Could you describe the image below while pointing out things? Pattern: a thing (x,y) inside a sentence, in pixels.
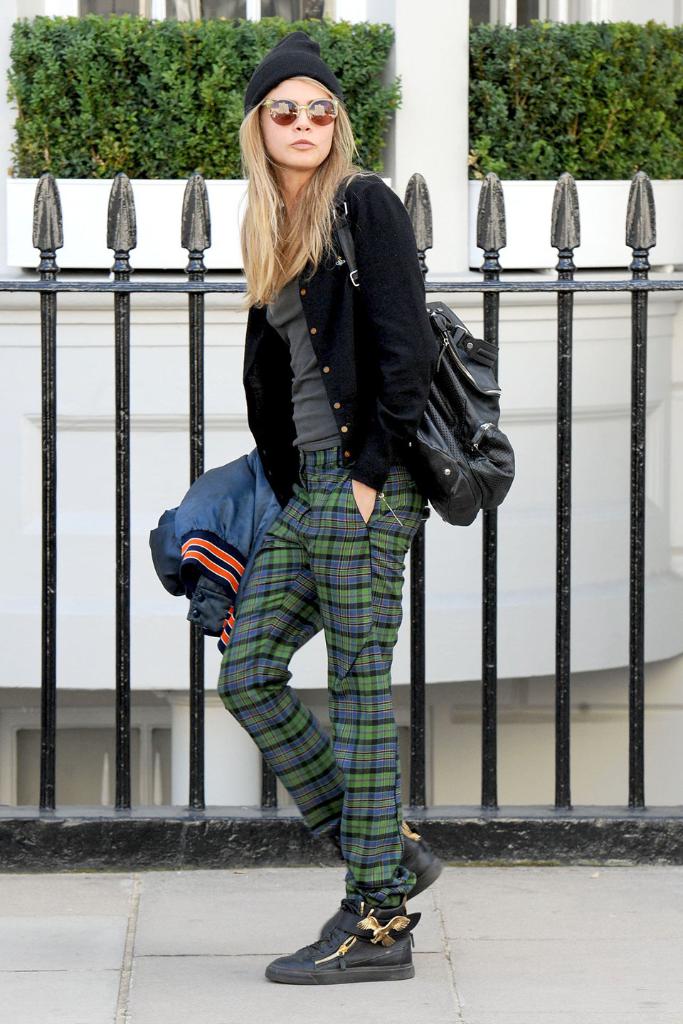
In this image we can see a woman (377,872) standing beside the fence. On the backside (153,590) we can see a building (169,707) with windows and pillar (422,143). We can also see some plants (152,128).
